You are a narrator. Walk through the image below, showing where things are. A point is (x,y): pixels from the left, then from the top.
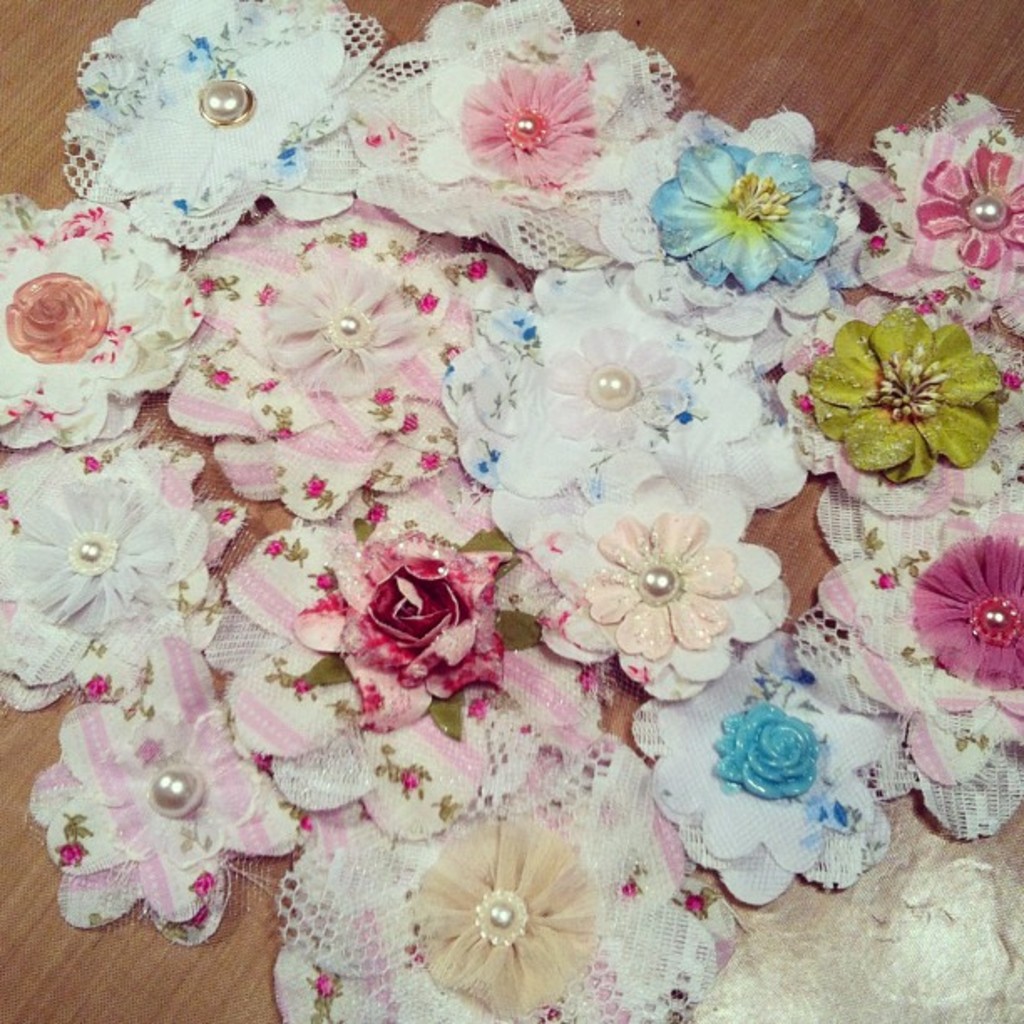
This image consists of flowers (290,484) made up of cloth (625,566) are kept on the table (727,76). The table (812,74) is made up of wood (824,62).
